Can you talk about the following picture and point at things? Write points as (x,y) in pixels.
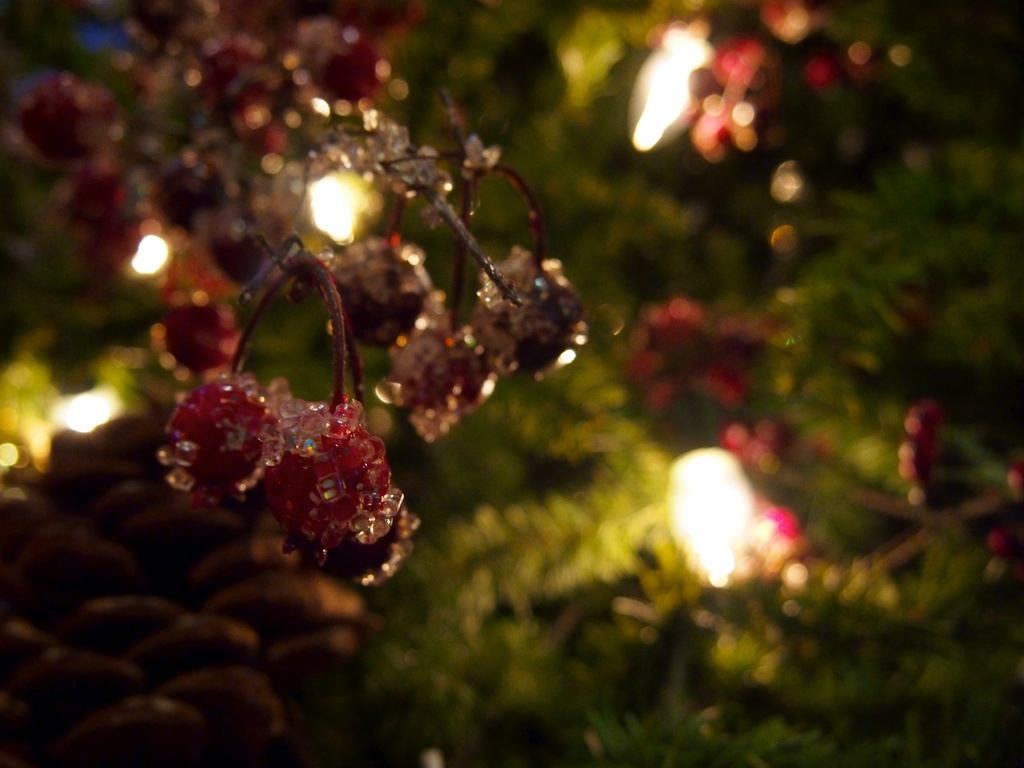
In this picture we can see fruits (197,353), leaves (864,297), some objects (147,704) and in the background (641,232) it is blurry.
